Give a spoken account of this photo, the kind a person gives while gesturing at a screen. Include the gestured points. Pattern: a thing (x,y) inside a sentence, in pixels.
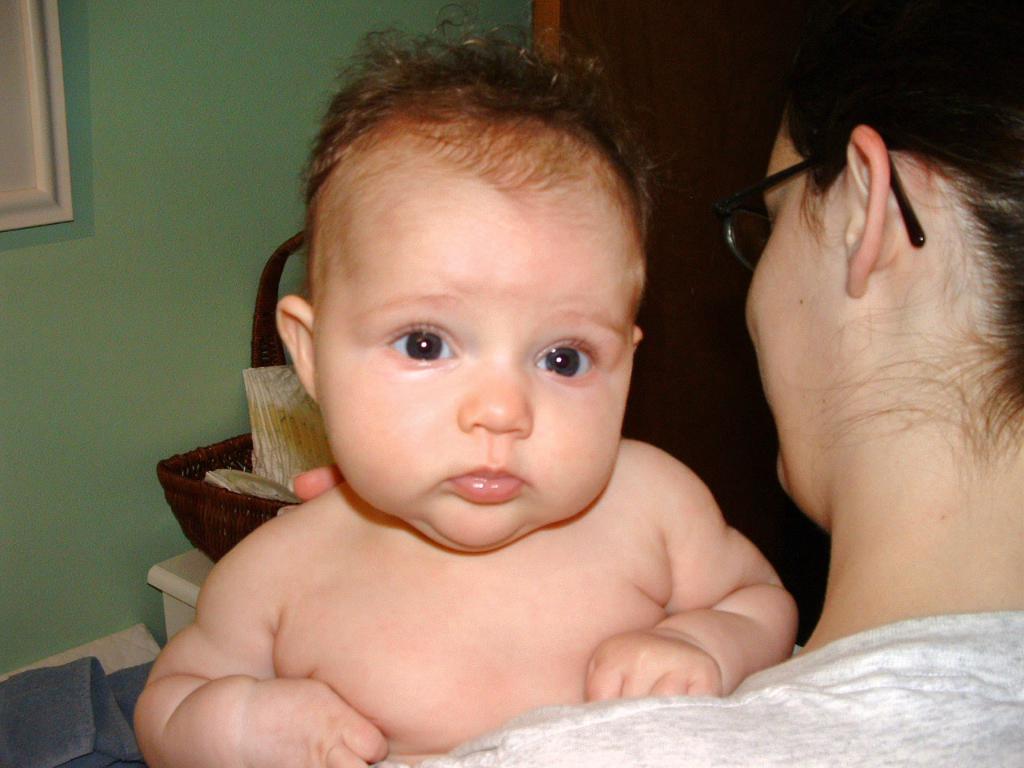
In front of the image there is a person (888,663) holding the baby (422,551). In front of her there is a table (180,586). On top of it there are papers (301,388) inside the basket (211,522). Beside the table (190,578) there is another table (131,666). On top of it there is a cloth (127,697). In the background of the image (166,132) there is a photo frame (8,173) on the wall (109,263). There is a closed door (709,26).
